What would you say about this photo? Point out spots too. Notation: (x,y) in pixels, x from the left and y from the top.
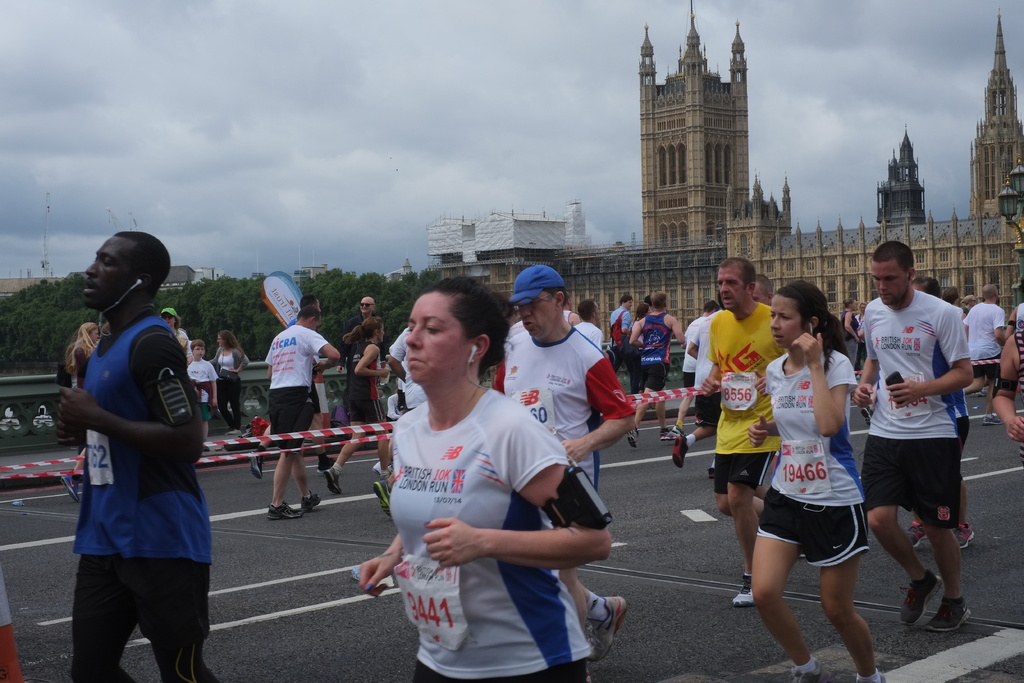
In this image, we can see a few people (487,463). We can see some buildings (716,256), trees (341,310), poles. We can see some ribbons (6,478) and the sky (391,163) with clouds (348,192). We can see the ground (60,493).
